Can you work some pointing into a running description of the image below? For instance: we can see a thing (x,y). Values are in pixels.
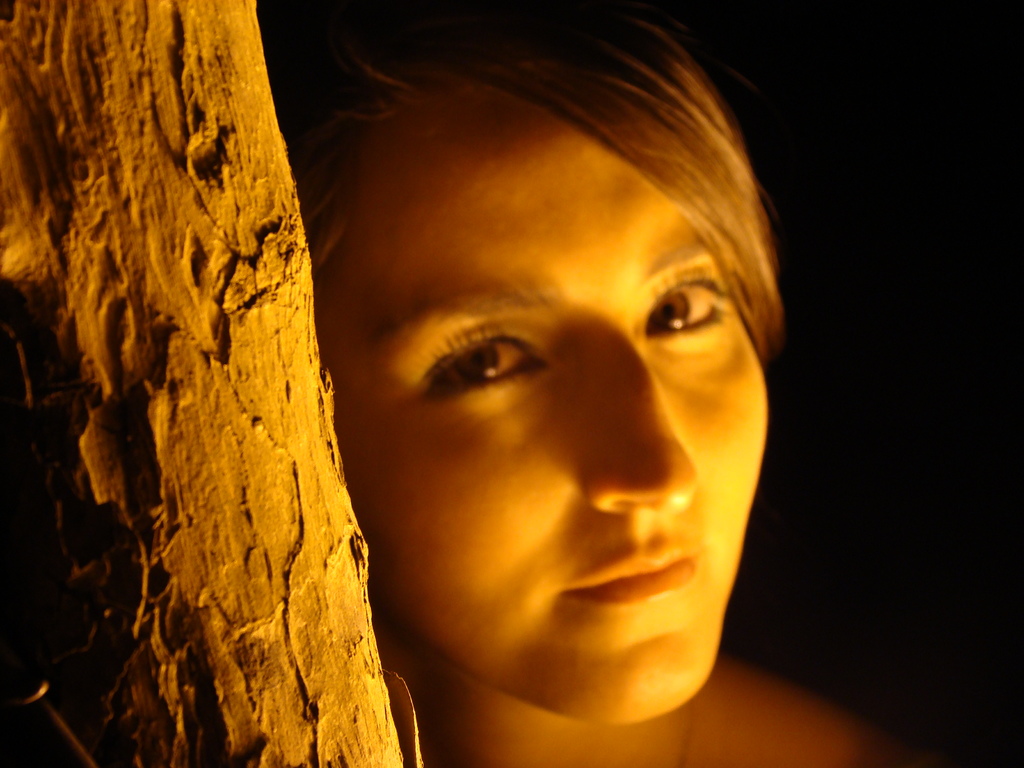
In this picture I can see there is a woman (687,385) standing behind the tree (249,596). The backdrop (1002,261) is dark.
